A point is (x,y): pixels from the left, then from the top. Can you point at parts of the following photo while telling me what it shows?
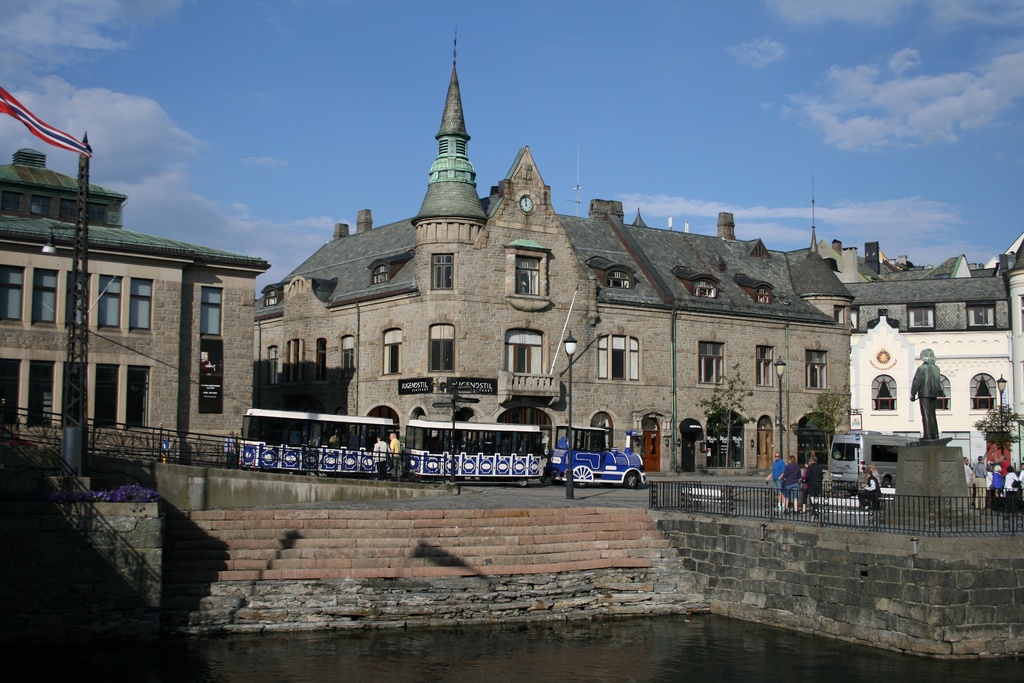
In this picture I can observe a pond (433,646) on the bottom of the picture (407,641). There are buildings (464,313) in this picture. On the left side (82,361) I can observe a pole (79,397). In the background (64,153) I can observe some clouds (880,75) in the sky (561,89).
